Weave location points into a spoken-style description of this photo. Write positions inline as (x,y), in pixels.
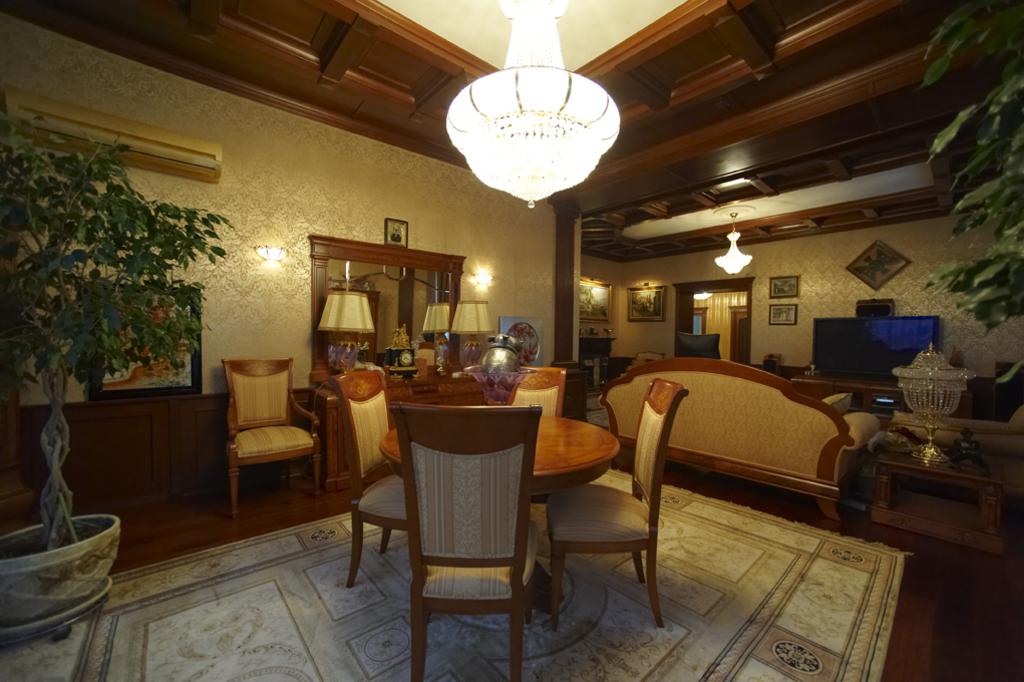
In this image I can see few chairs (503,469), couch (794,424), table (590,438), lamps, watch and few objects (456,374) on the table (563,451). I can see a screen (845,333), flower pots (82,538) and frames (168,384) are attached to the wall (273,207). Top I can see few lights (518,103).
